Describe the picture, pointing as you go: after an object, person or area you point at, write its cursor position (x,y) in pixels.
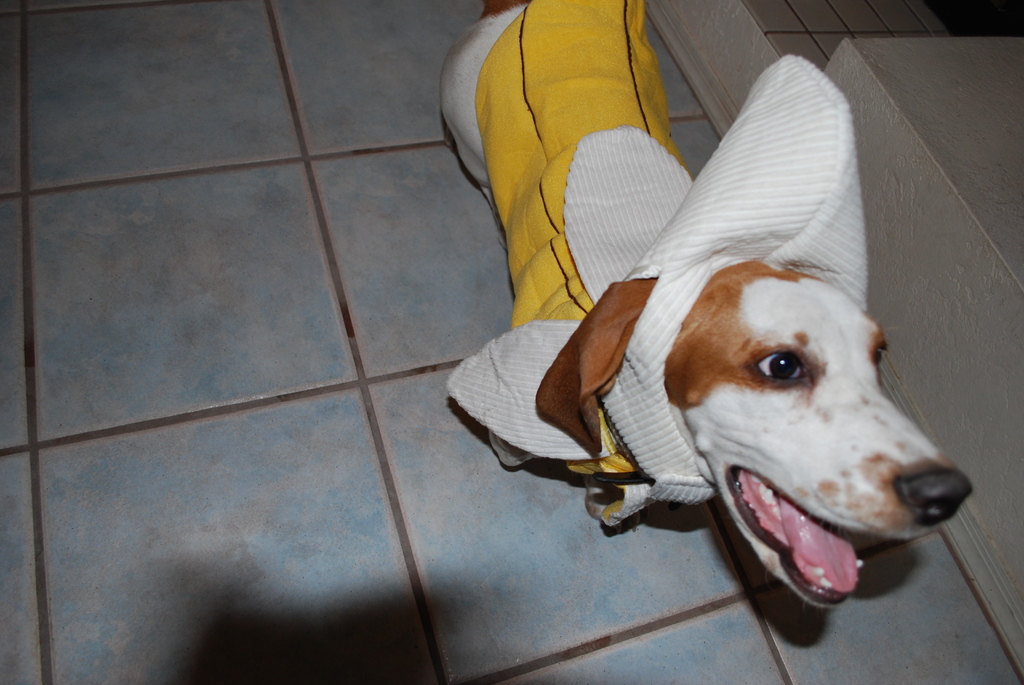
In this image I can see a dog (807,393) is there, it wore yellow and white color cloth (651,249).
